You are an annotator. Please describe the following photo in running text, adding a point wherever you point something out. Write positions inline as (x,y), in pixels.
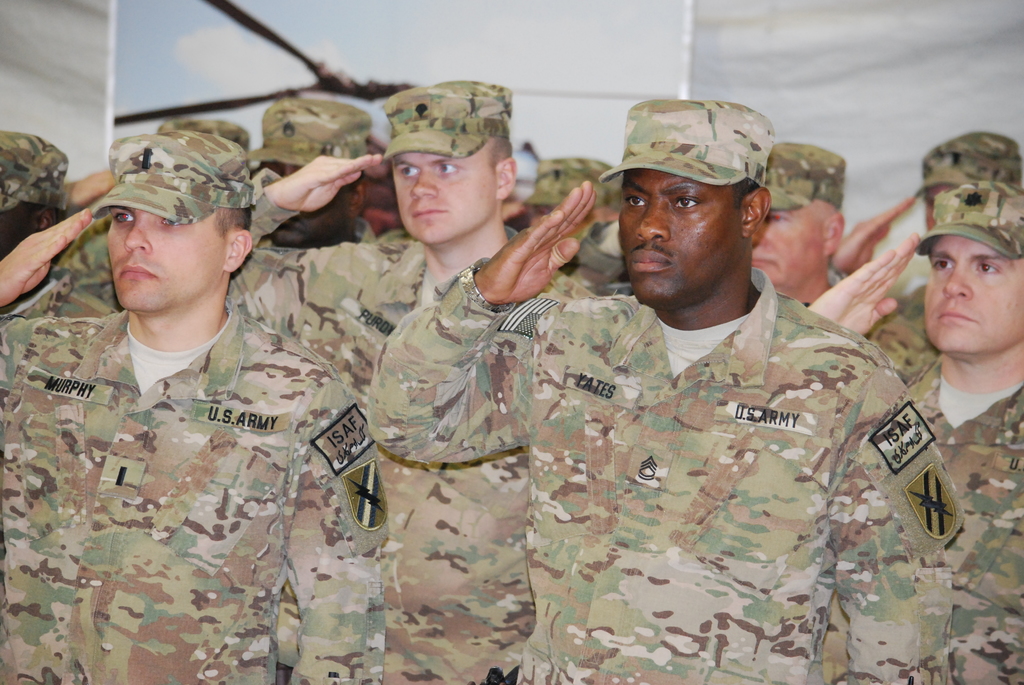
In this picture I can see a group of army men (319,250) are saluting, they are wearing army dresses (721,381) and caps (983,233).
